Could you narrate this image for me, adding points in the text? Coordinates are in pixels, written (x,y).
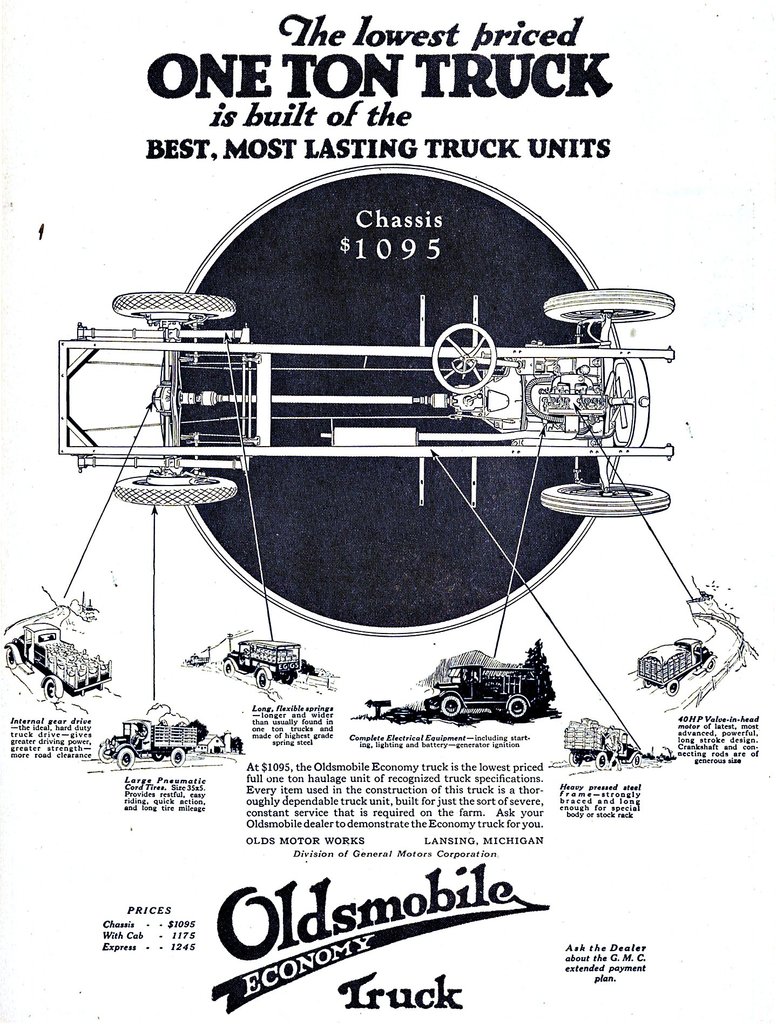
In this image I can see the truck parts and some texts (420,742) is written on the paper (691,227) and in the background (766,615) we can see white.
